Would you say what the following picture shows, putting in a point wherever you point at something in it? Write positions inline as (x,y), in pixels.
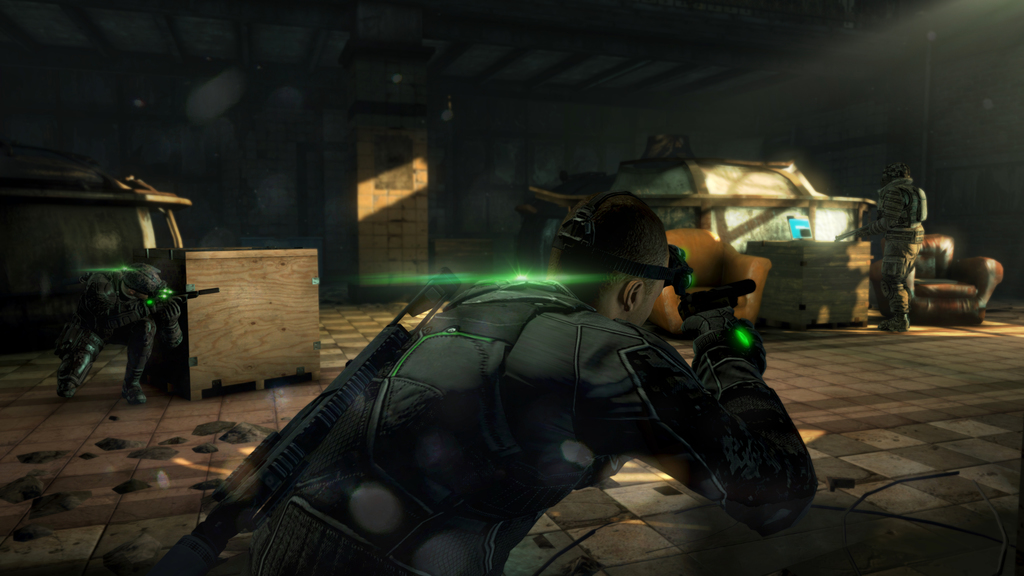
This picture shows the inner view of a building (12,405). This is an animated image, there are three persons (903,234), some objects (137,189) are on the surface (31,412), two big wooden boxes (237,304), two Sofa chairs (732,276), two persons (350,505) holding guns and some objects (728,186) attached to the wall (434,113).
